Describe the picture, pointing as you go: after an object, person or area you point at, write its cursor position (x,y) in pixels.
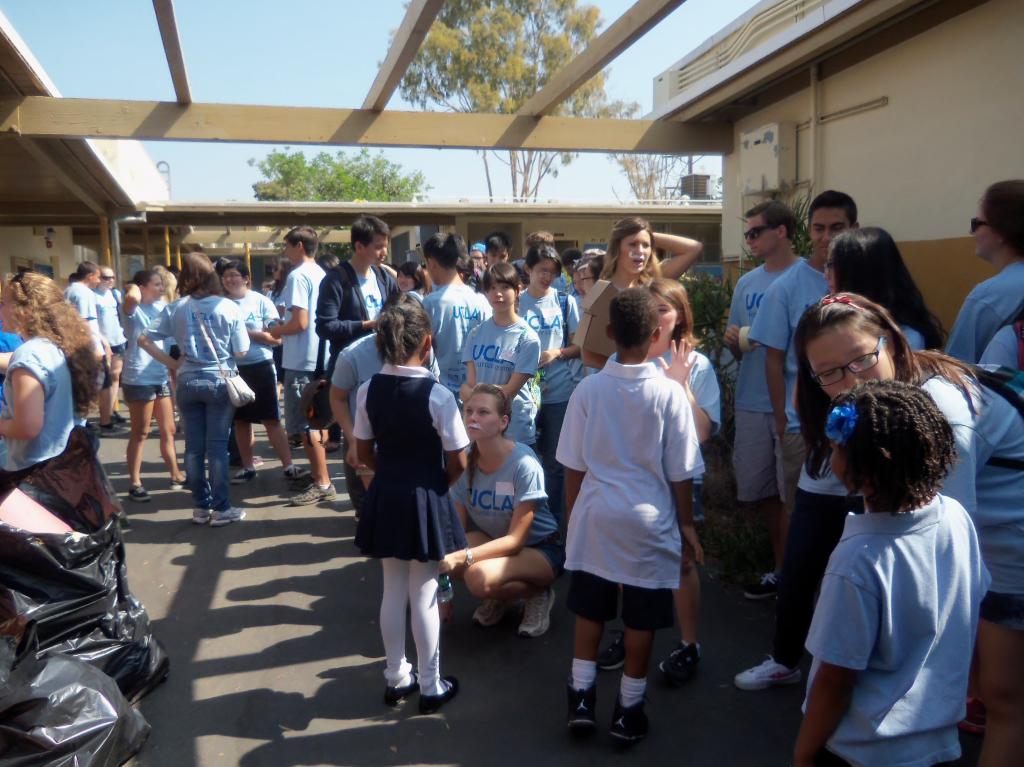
In this image I can see a group of people (495,365) standing and wearing blue, white and navy blue color dresses (639,449). I can see few black color bags (106,649), buildings (108,264) and trees (496,48). The sky (605,15) is in blue color.
